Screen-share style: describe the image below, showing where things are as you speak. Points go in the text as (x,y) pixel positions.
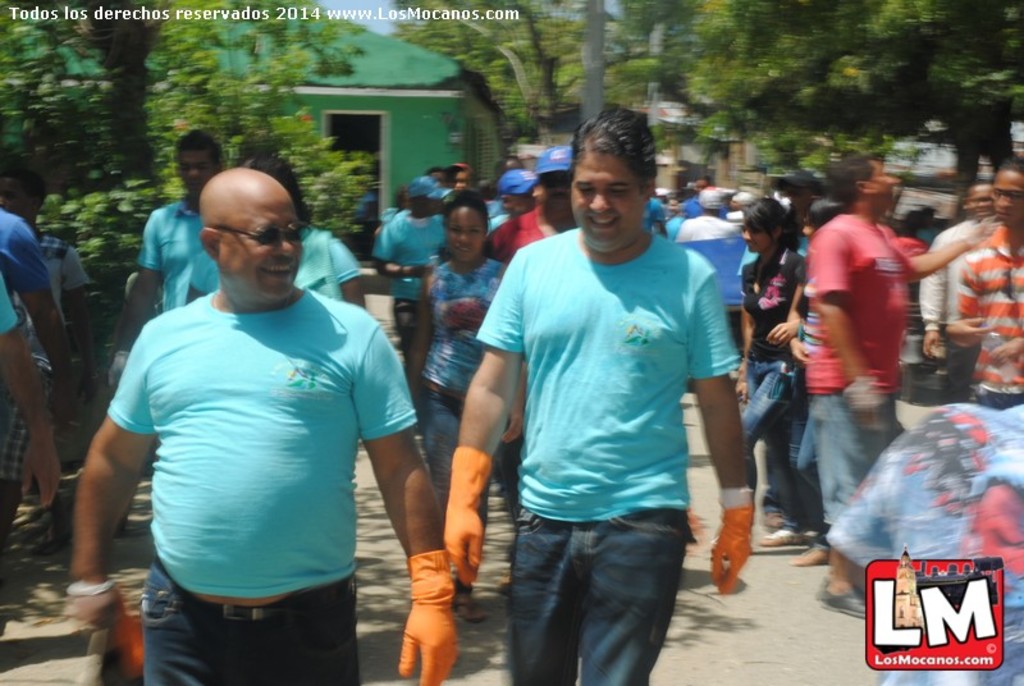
In this image, we can see some people (815,320) walking, on the right side (823,338), there are some people (939,342) standing, we can see some trees (753,69) and there is a house (302,97).
